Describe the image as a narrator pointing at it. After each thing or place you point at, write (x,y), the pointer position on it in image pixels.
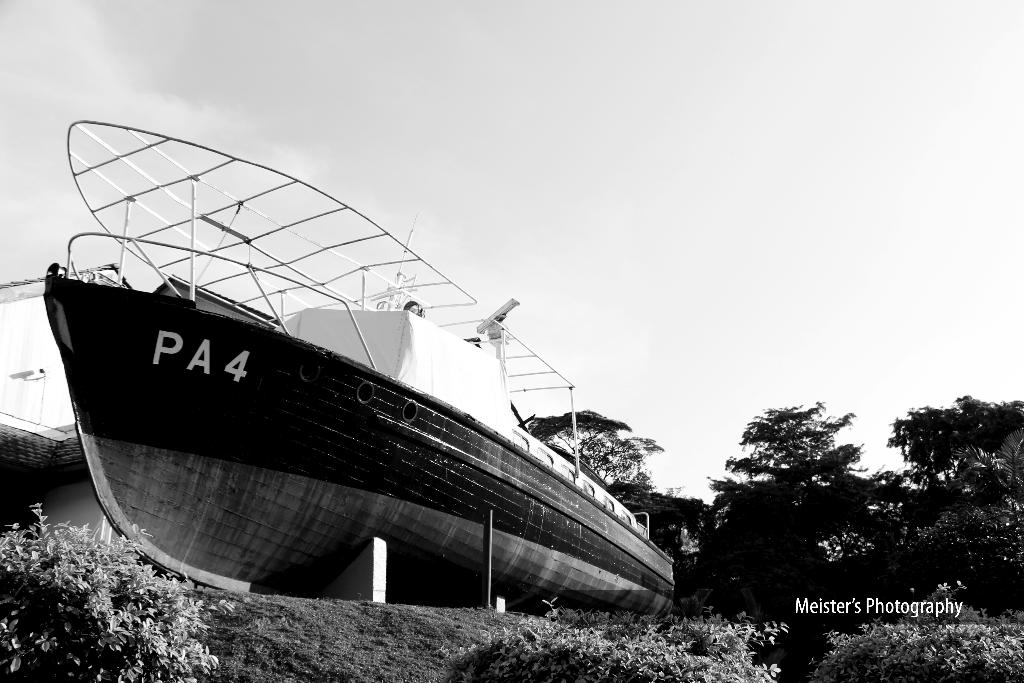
In this image I can see a boat (268,354) and few plants (1022,649) on the bottom side (241,587). On the right side of the image (827,525) I can see number of trees (969,493) and on the left side (19,308) I can see a building (19,308). In the background (379,150) I can see clouds (90,114), the sky (515,225) and on the boat (202,360) I can see something is written. On the bottom right side of the image (808,602) I can see a watermark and I can also see this image is black and white in colour.
